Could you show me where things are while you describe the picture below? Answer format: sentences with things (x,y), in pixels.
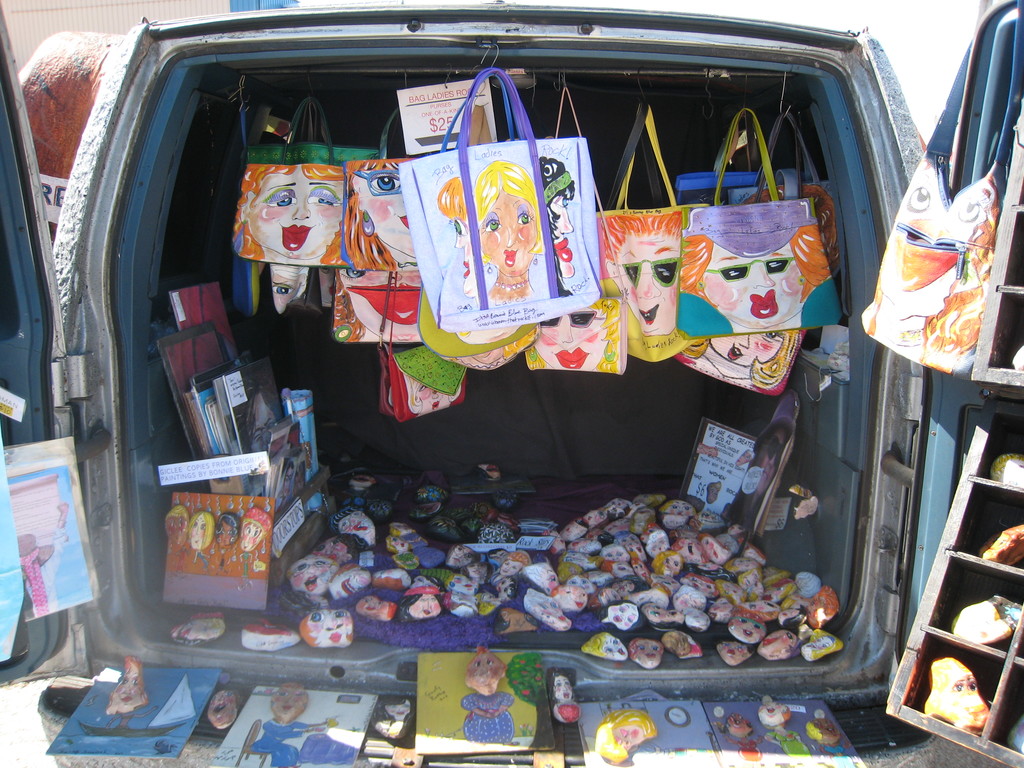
In this image there are cartoon bags (470,296), books (306,400), toys (570,597), rocks (665,563), papers (253,596), stones (804,588) inside the car (96,389).
